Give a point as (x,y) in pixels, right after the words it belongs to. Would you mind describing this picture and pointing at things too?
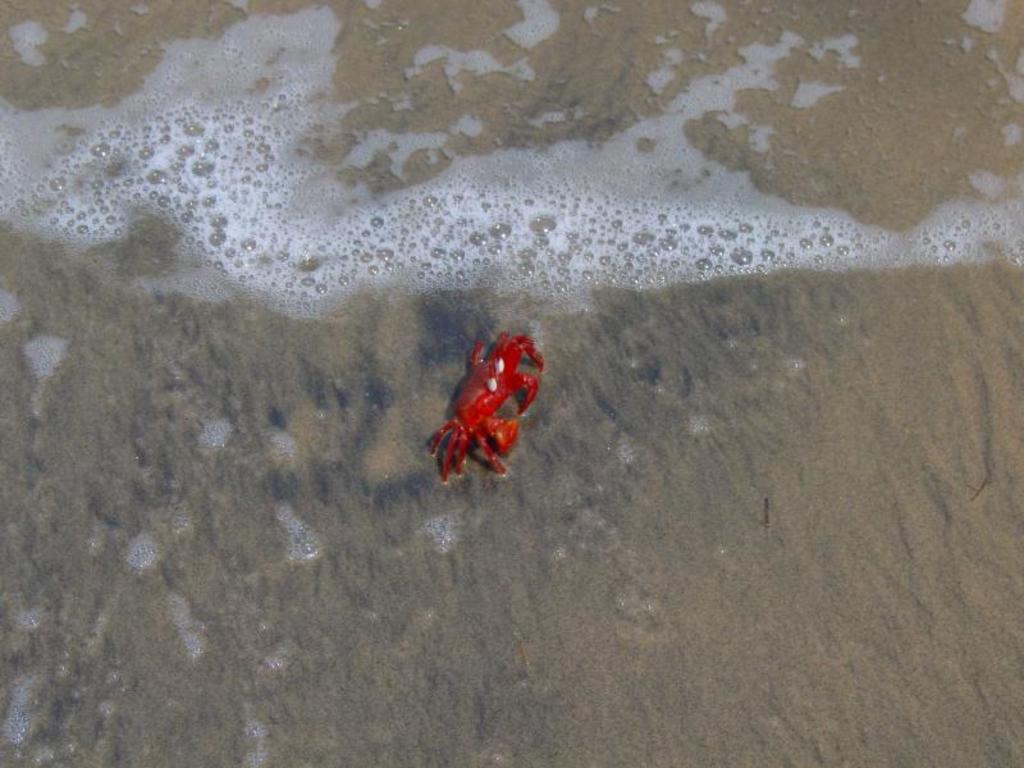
In the center of the image (482,359) there is a crab (476,411). There is a water (714,218). At the bottom of the image (466,659) there is sand (339,652).
